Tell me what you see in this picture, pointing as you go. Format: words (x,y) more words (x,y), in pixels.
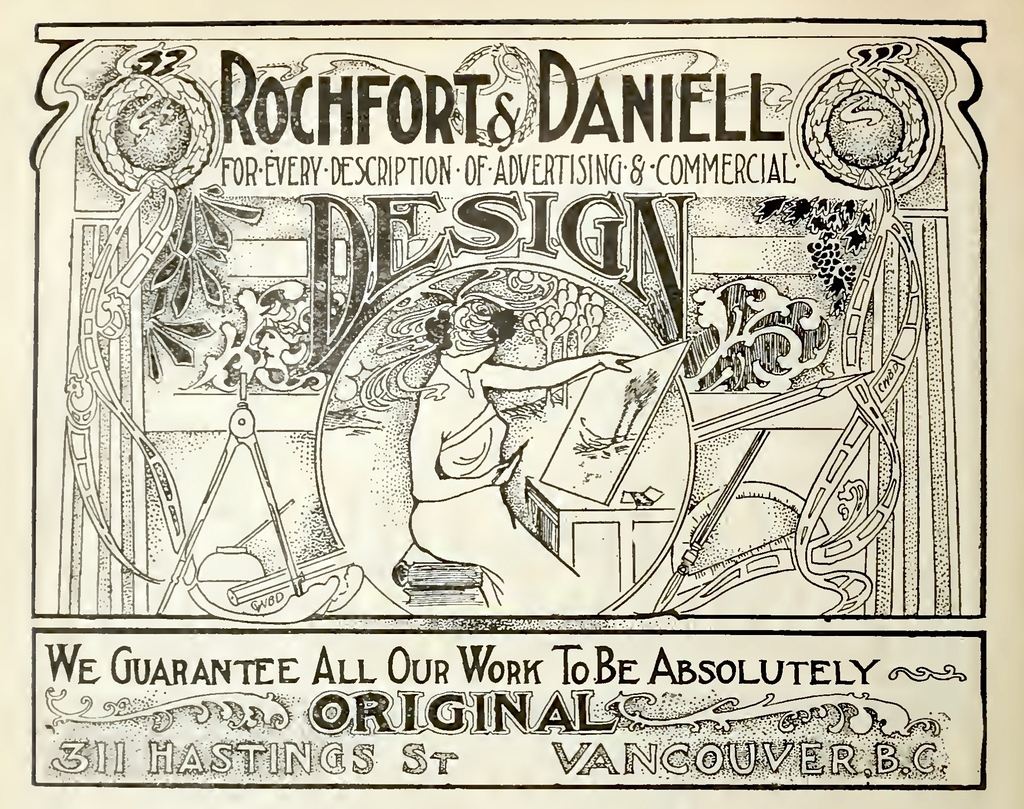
In this image, we can see a poster (355,413) with some images (434,307) and text (312,170).
